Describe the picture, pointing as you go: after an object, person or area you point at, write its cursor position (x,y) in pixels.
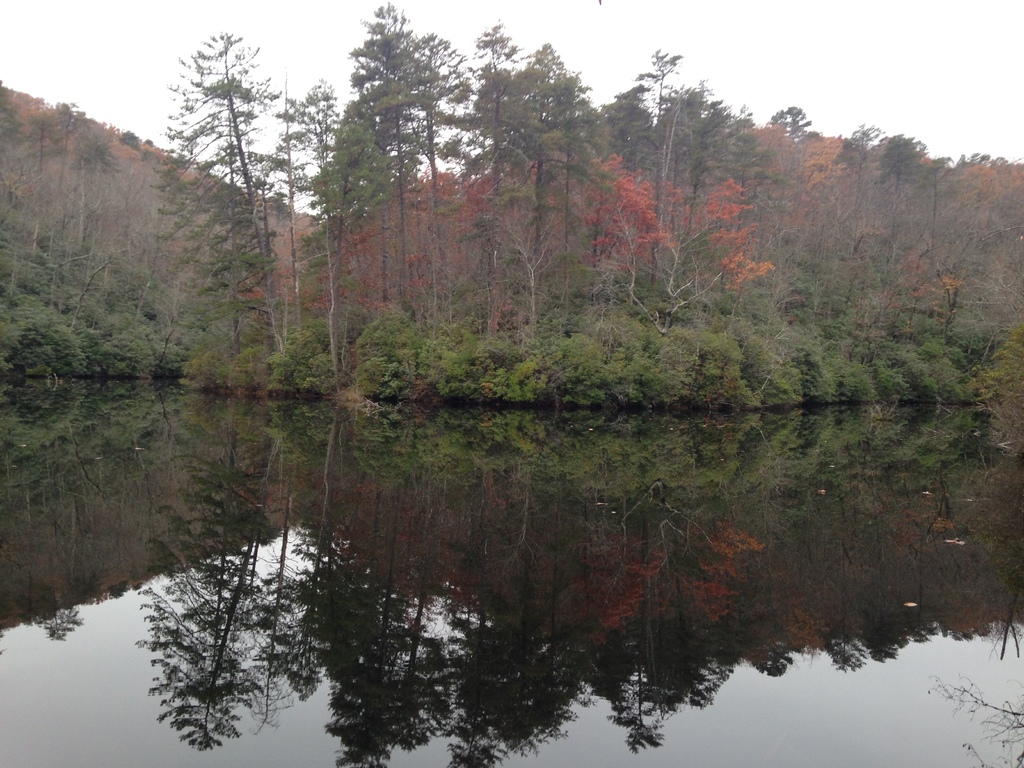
This picture is clicked outside the city. In the foreground (351,661) we can see a water body (629,608) and the reflections (510,677) of the trees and the sky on the water body (845,614). In the background (466,87) there is a sky (25,42), trees (318,264) and the hills (118,203).
